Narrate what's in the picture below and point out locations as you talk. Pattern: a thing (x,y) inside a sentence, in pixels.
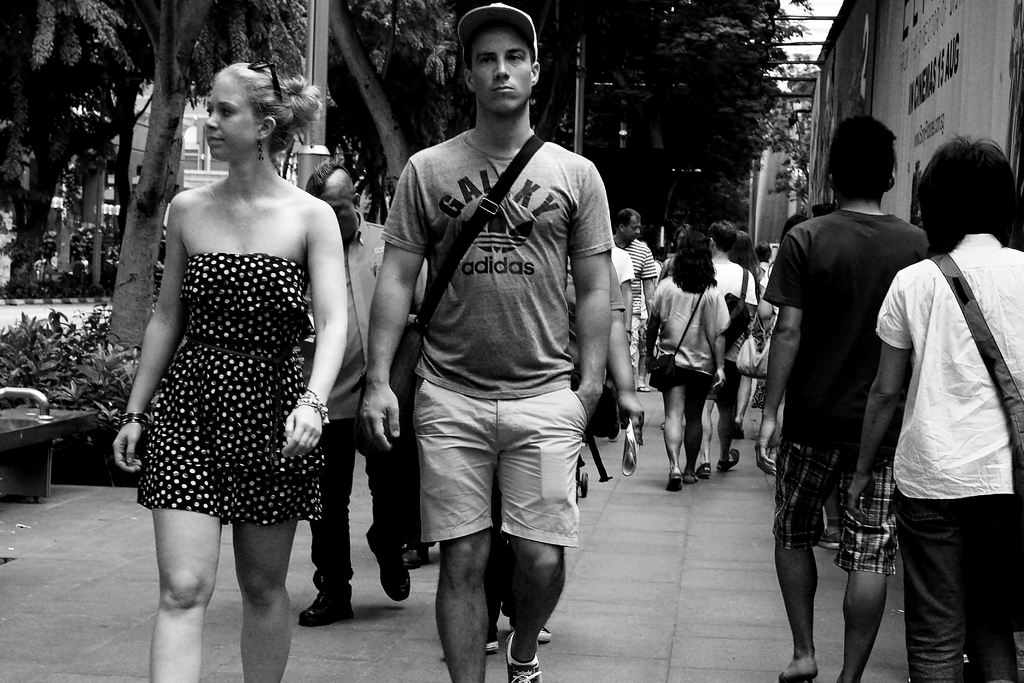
This is a black and white image. In this image we can see people (346,474) walking on the road (613,599). To the left side of the image (116,77) there are trees (178,54), poles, plants (4,293). To the right side of the image (859,49) there is wall (859,53) with some text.
